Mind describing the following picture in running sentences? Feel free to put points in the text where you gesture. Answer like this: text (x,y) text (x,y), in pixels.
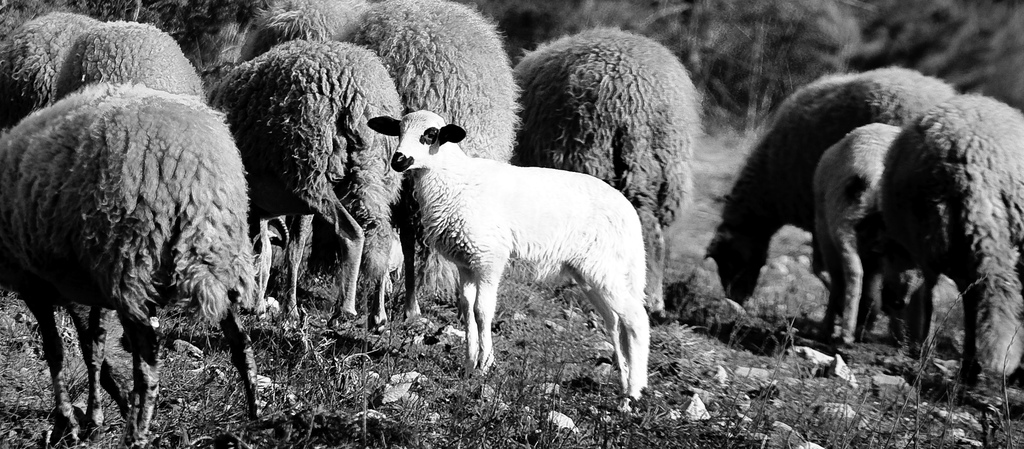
In the image we can see there is a herd of sheep (502,91) standing on the ground (419,360) and the ground (552,385) is covered with grass (562,373). The image is in black and white colour.
